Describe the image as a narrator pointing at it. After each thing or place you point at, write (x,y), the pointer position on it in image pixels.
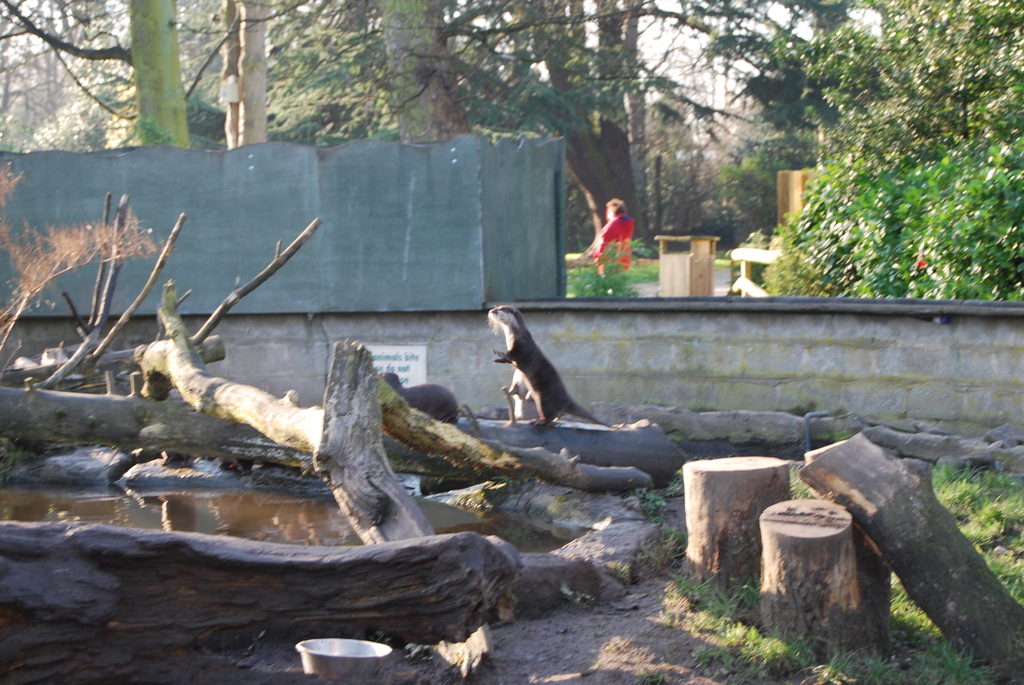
In this image there is an animal (524,361) standing on the trunk (532,425) of the tree (552,438). In the background (659,340) there is a wall (716,336). Behind the wall (686,344) there is a person (602,239) standing on the floor (649,276) and there are trees (702,66) all around the wall (735,346).
